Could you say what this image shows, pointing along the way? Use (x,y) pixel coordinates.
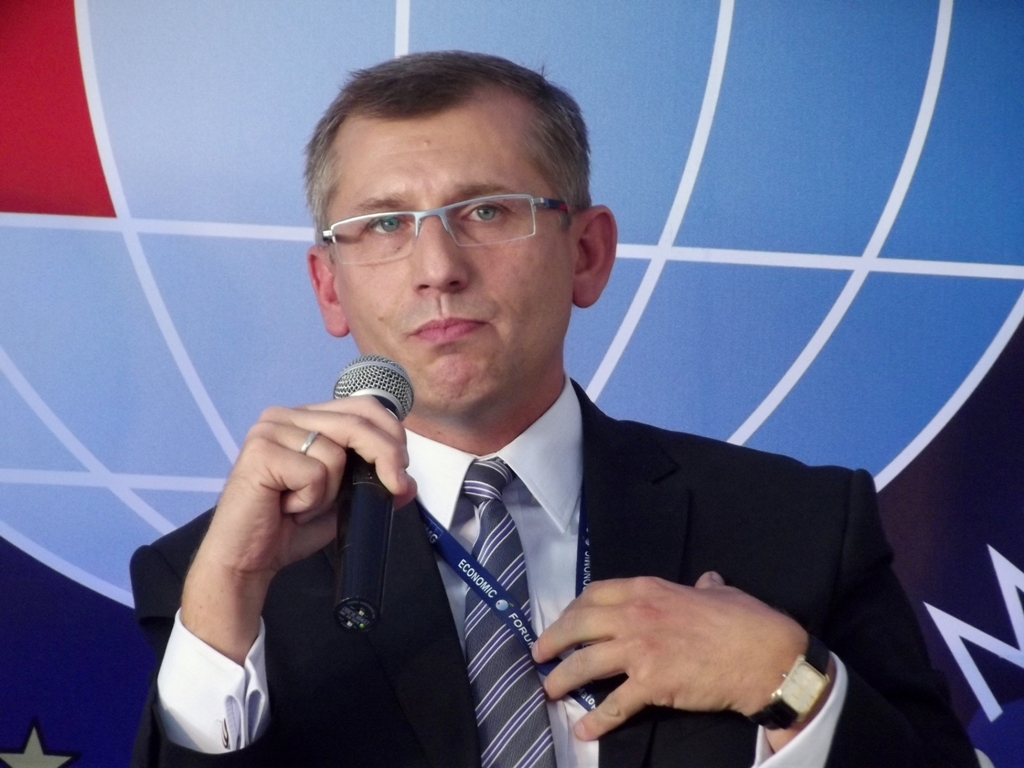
here in this picture we can see a person (470,491) holding a micro phone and talking something, here we can also see a banner (592,39) behind the person (355,128).
